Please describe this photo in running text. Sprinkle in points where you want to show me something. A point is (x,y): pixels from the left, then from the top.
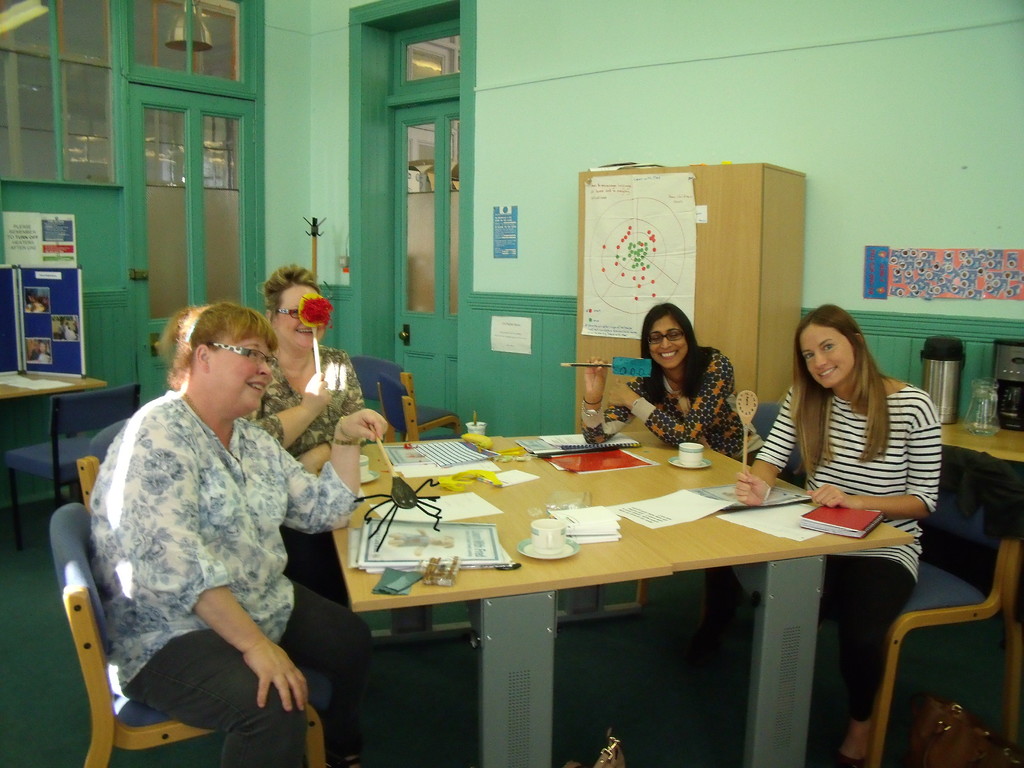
As we can see in the image there is a door (434,223), wall (565,150), few people (354,418) sitting on chairs (94,733) and there is a table (517,485). On table (546,577) there is a cup (558,539), saucer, books (446,526) and papers (535,443).
